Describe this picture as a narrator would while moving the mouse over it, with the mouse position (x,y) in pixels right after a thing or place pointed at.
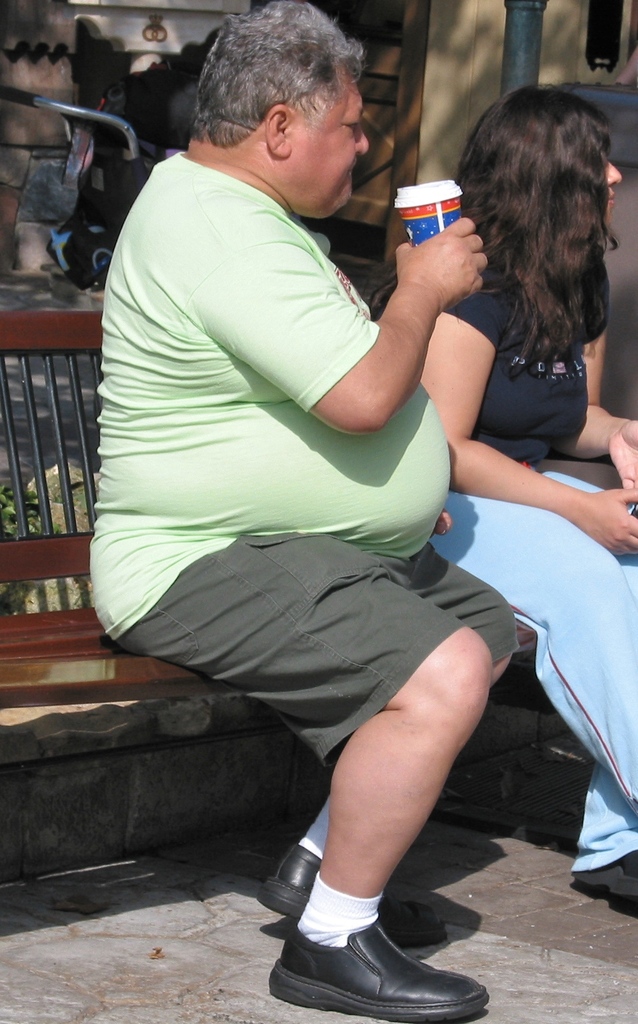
In the foreground of the picture (324,274) I can see two persons (456,323) sitting on the wooden bench (520,641). There is a man (356,535) on the left side (119,276) is holding a juice glass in his hands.
